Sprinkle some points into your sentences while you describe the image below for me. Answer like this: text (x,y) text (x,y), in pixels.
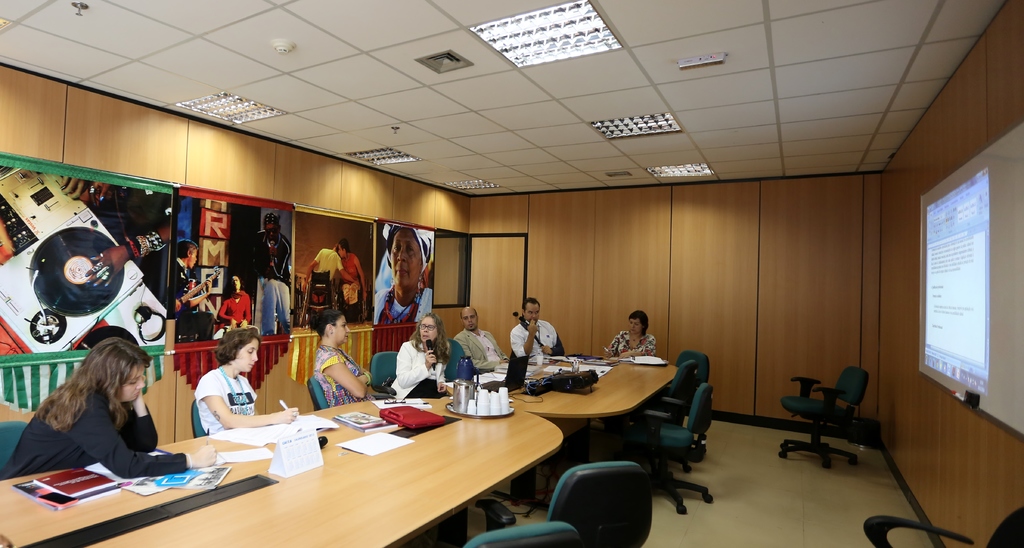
On a wall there are different type of pictures (183,276). This persons (414,353) are sitting on a chair (450,343). This woman (419,372) and this man (522,335) are holding a mic (430,339). On a table (445,448) there is a plate (462,415), jar (461,411), cups (495,401) and book (368,428). Light (635,126) is attached with roof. This is screen (947,216).
